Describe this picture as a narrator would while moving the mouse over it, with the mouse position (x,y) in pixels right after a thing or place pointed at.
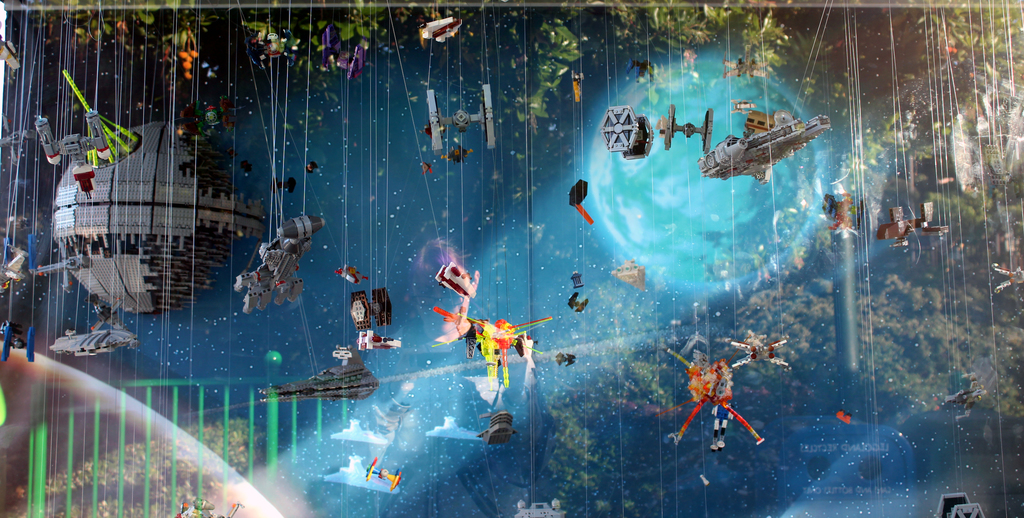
In this image we can see toys (214,192) and objects (167,224) tied to the threads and are hanging in the air. In the background (136,171) we can see globes (668,226), objects (166,247) and trees (883,294).
